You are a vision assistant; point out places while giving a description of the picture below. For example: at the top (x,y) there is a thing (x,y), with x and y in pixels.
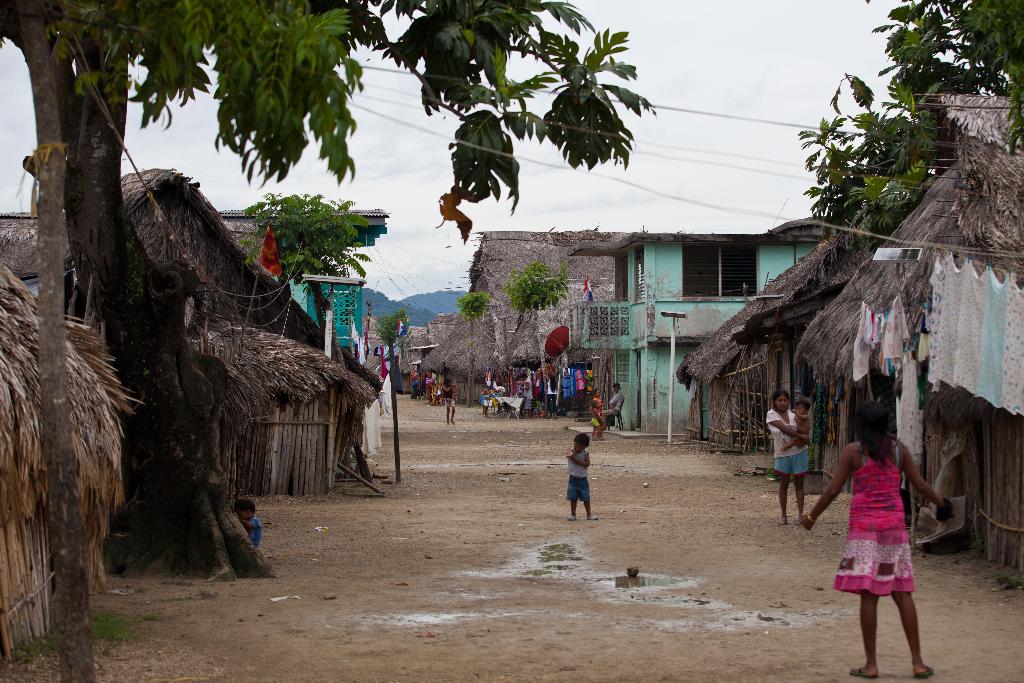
In this image there are houses (641,332) and huts (265,371). In the center (531,428) there is a path (677,534). There are people (446,393) walking on the path (620,441). There are trees (254,248) in the image. At the top (662,90) there is the sky (694,66). In the background (414,303) there are mountains (404,302).
